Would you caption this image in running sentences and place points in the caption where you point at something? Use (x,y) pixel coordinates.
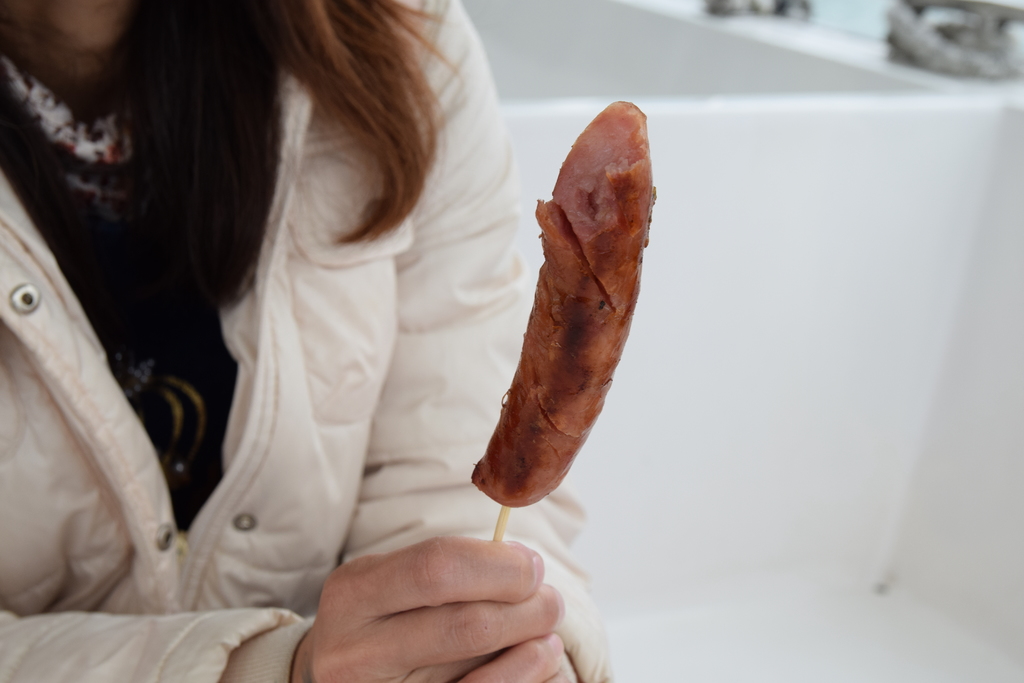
In this picture we can see a person (263,267), food (571,172) and in the background (672,53) we can see some objects (762,7) and it is blurry.
